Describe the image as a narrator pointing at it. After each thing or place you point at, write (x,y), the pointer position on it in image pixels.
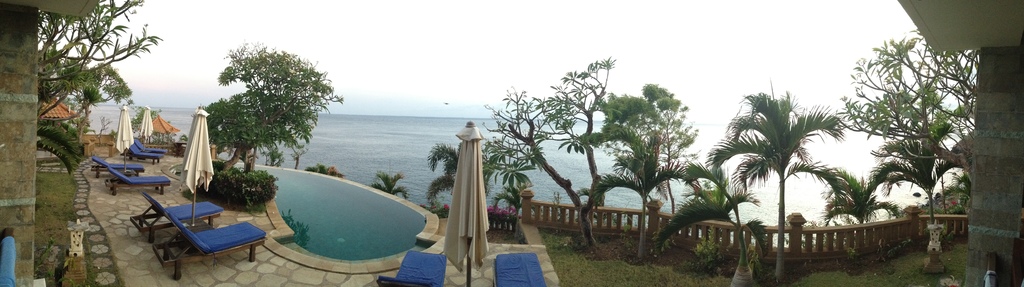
In this image we can see the water (301,163). And we can see the rest-chairs (232,242). And we can see the grass (578,263), plants (660,237) and trees (527,108). And we can see the sky (475,68).
